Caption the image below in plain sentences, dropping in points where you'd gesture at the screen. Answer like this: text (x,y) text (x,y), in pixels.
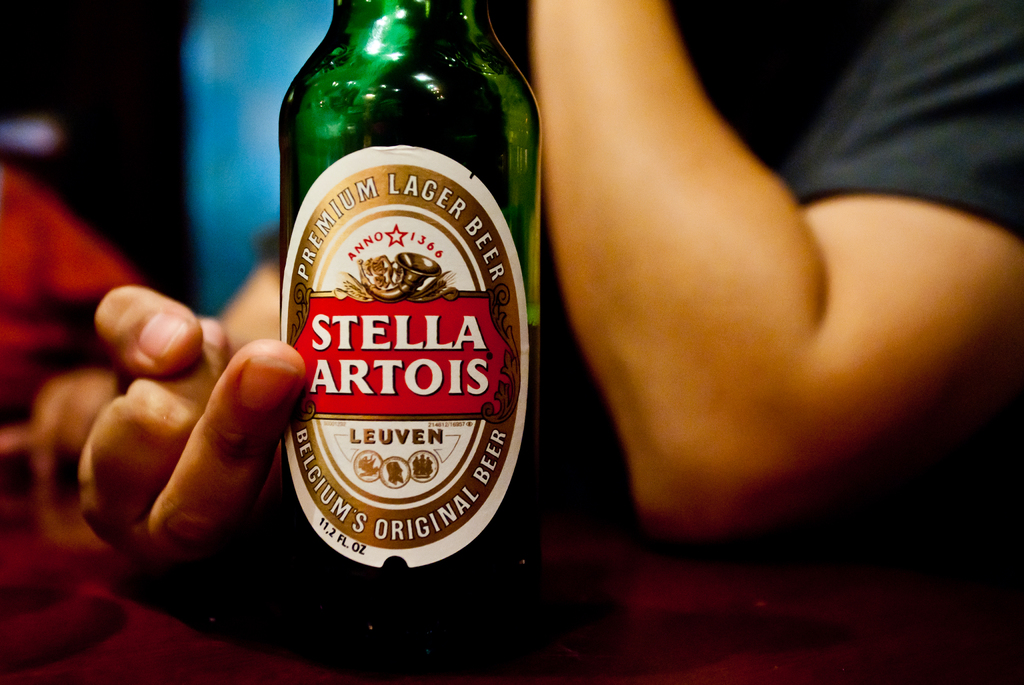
In this image I can see a person (786,300) touching the bottle (353,386).
